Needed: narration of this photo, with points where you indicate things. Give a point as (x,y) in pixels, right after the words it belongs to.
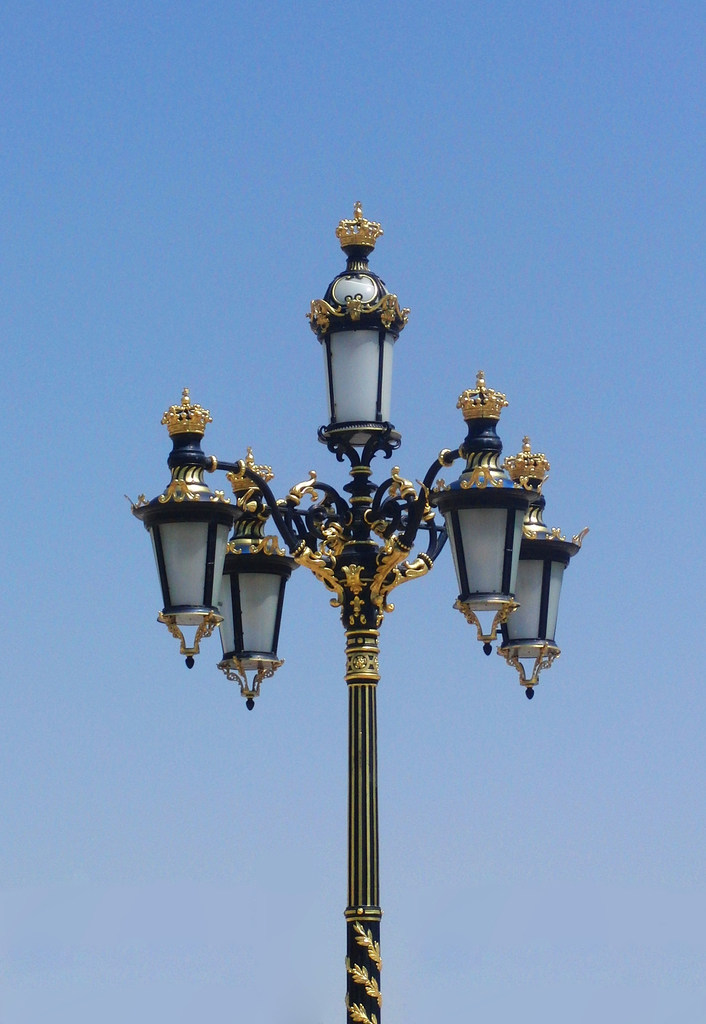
In this picture we can see a black and gold color pole (357,657) with the lights (235,483). Behind the pole (366,638) there is a sky (43,265).
